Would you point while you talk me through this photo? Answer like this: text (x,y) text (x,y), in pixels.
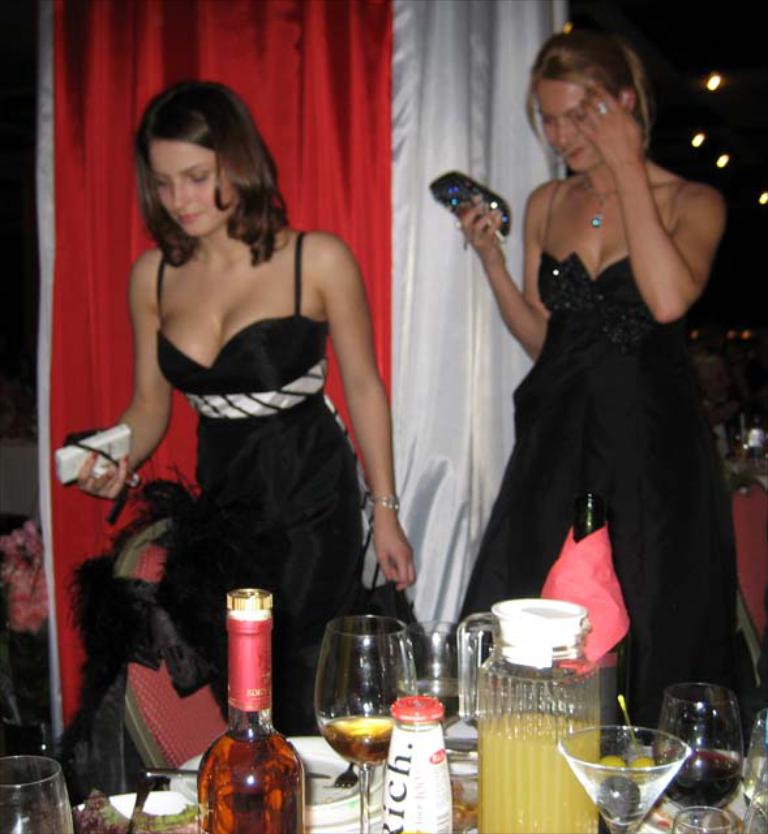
Here there are two women (93,484) who are wearing the black dress (344,427) and behind them there is a curtain (401,106) of red and white color and in front of them there is a table (718,765) on which there are some food items (169,823).
